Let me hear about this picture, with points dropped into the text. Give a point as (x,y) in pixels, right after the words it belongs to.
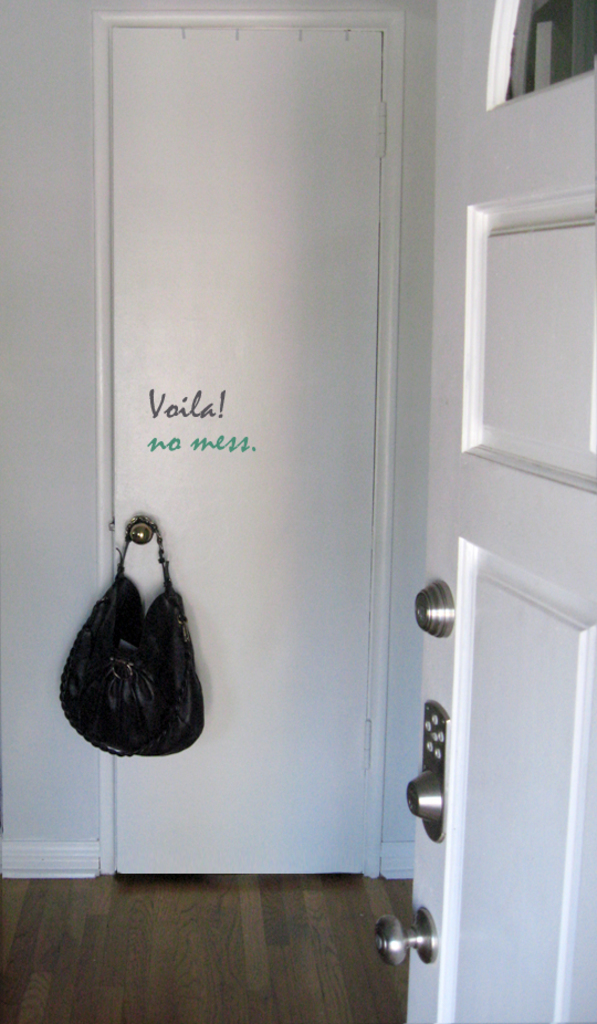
Here we can see the door (248,292), and a bag (181,601) to it and here is the floor (241,995).
